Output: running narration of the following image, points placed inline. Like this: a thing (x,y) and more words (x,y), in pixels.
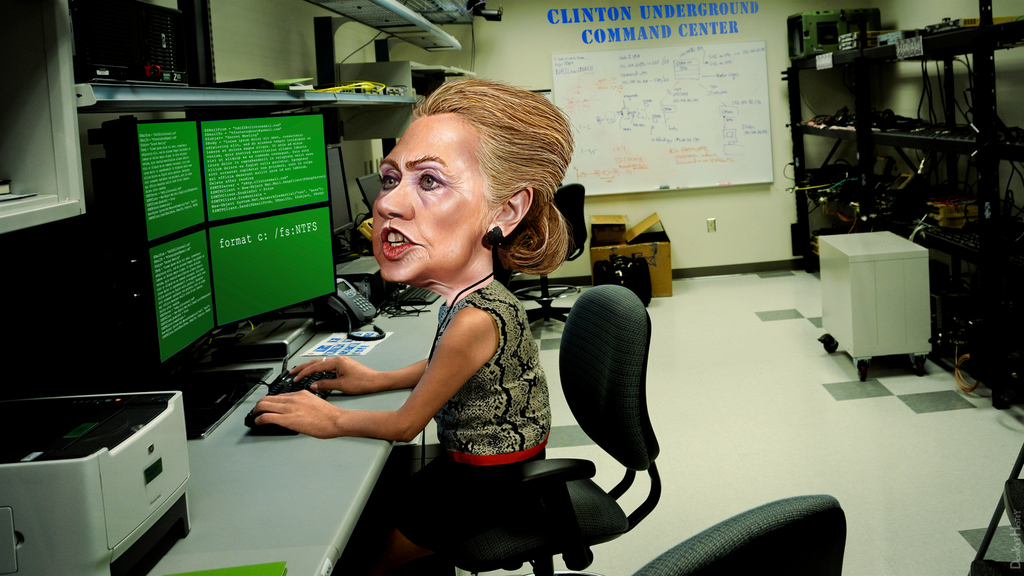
In the image we can see there is a woman (356,412) who is sitting on chair (646,405) and in front of her there is a monitor (278,312) and she is typing on keyboard (302,388) and beside there on the table (368,359) is a telephone (360,299) and on the back (666,95) on the wall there is a notice board (673,96).
